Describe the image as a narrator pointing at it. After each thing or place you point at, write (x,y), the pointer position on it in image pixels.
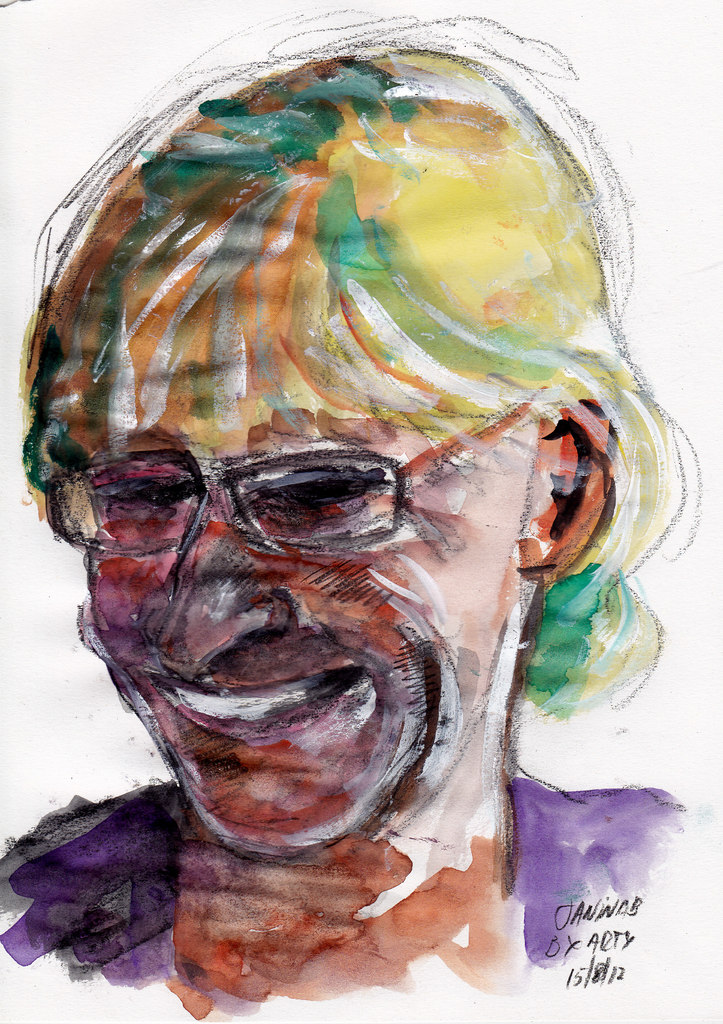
This is a painting. Here we can see face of a person (263,618) and there is a white background (17,184).
